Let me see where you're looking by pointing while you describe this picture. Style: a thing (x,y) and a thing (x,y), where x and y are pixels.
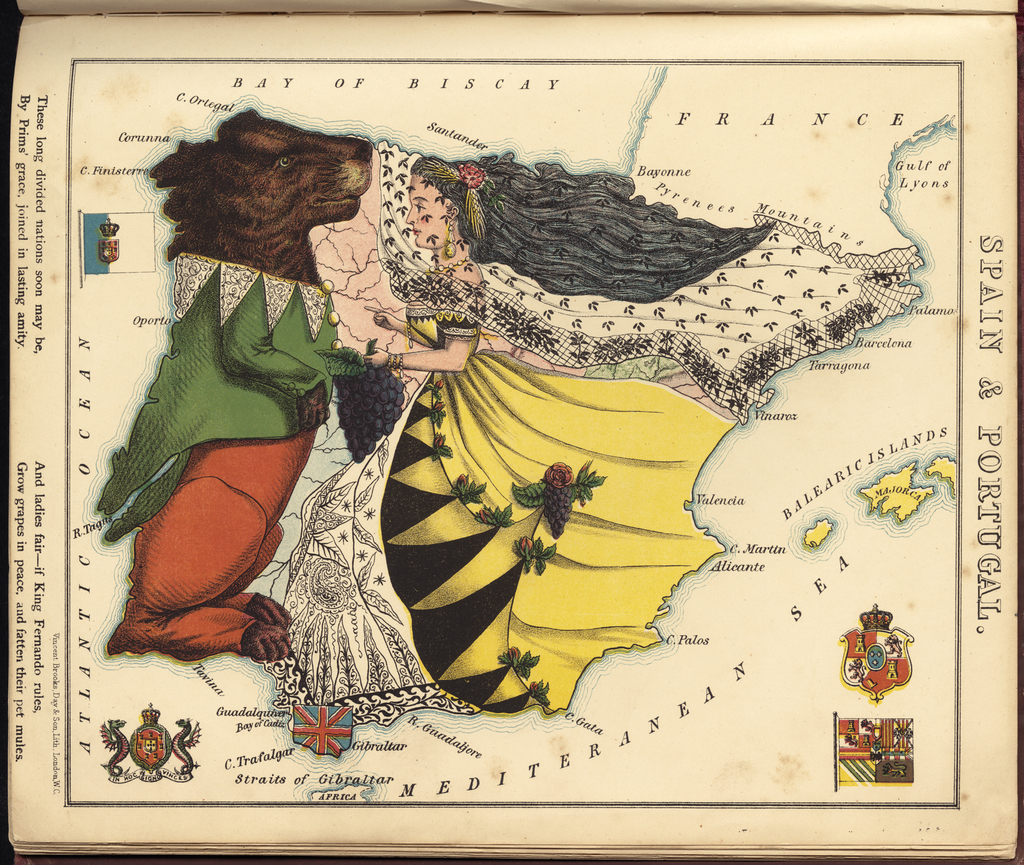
In this image there is a painting (393,386) of the persons (474,524) and there are some text (151,316) written on this painting (534,619).
